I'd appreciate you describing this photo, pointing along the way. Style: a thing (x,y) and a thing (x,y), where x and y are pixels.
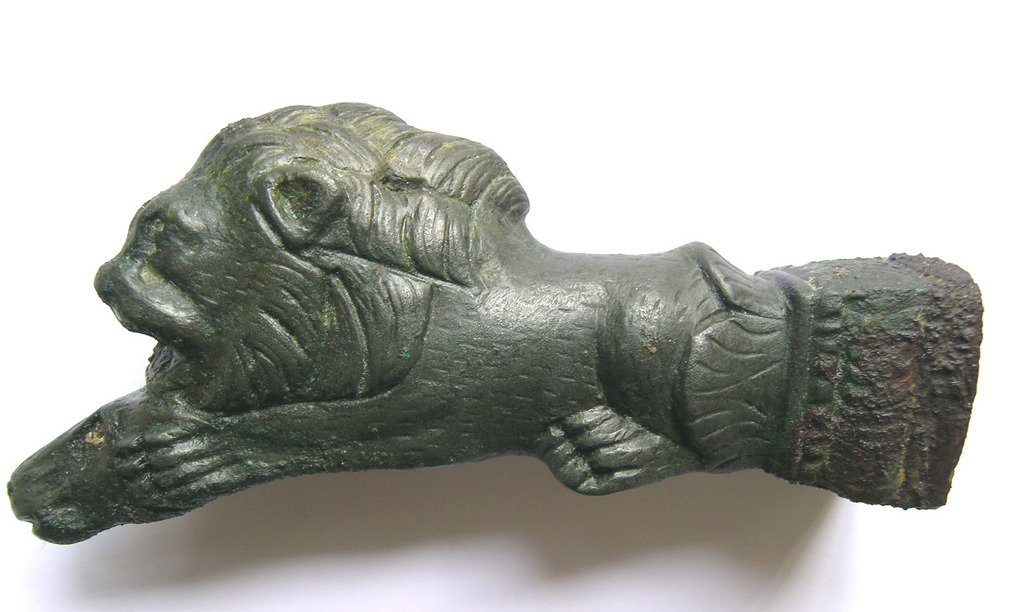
In this image, I can see a sculpture (526,403). There is a white background (553,223).
